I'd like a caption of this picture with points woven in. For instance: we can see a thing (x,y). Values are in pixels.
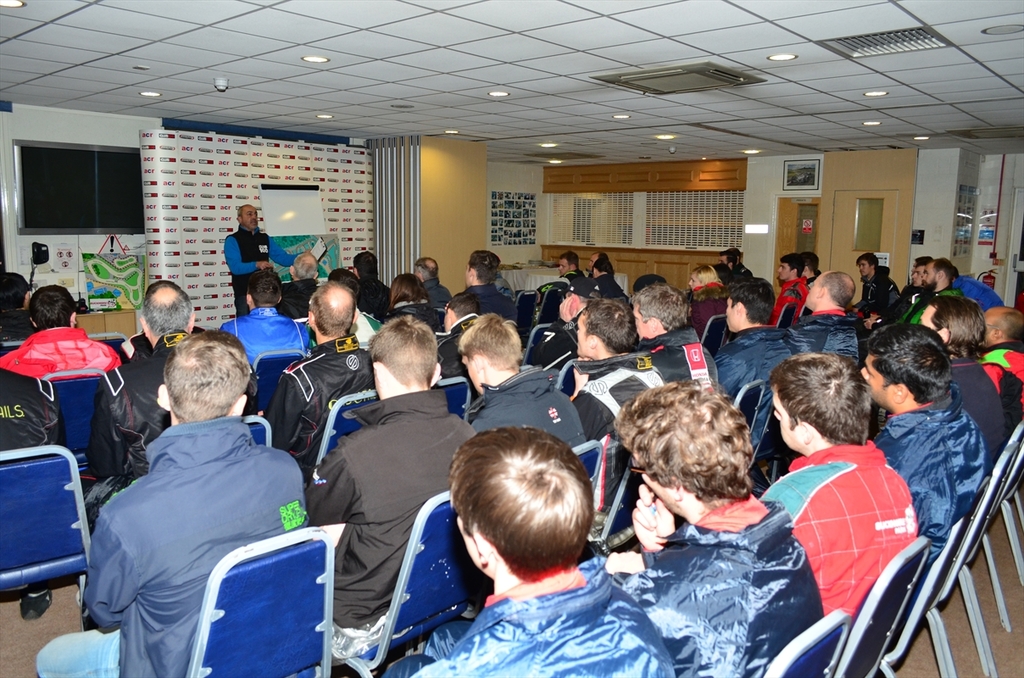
In the foreground (355,483), I can see a group of people (555,442) are sitting on the chairs (451,538) and one person (230,249) is standing on the floor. In the background (324,225), I can see a screen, wall (762,186), doors (896,244) and lights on a rooftop (570,35). This image might be taken in a hall (601,179).
